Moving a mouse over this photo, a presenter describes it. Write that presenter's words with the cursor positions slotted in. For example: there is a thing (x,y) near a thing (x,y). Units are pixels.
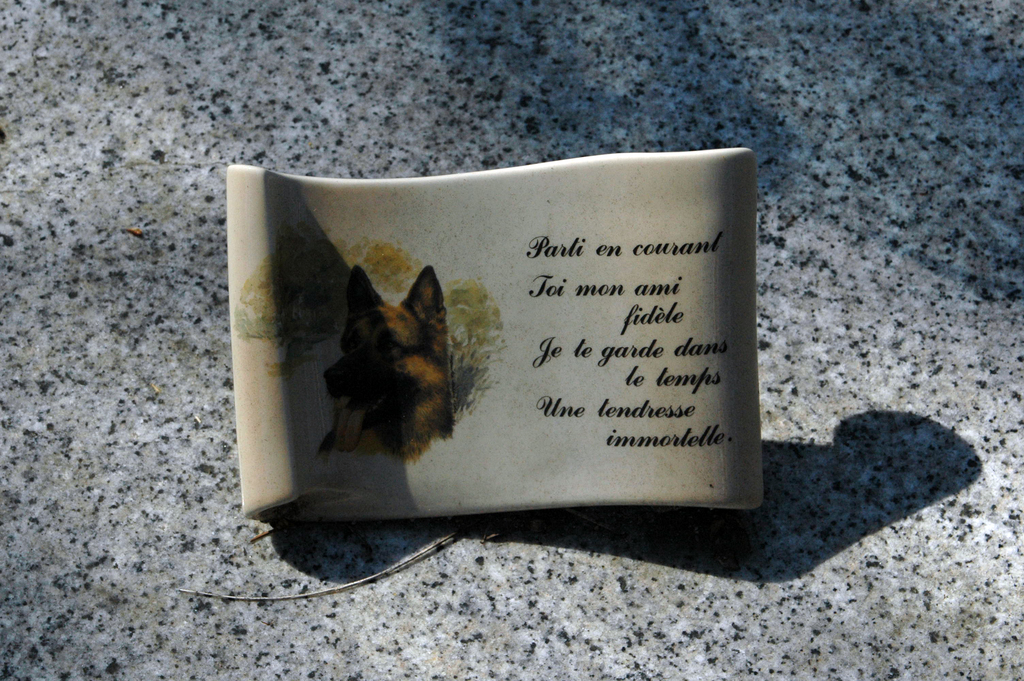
There is a picture (387,379) of a dog (440,367) and some text (554,252) is written on a ceramic stone (440,241) as we can see in the middle of this image (519,307). There is a floor (466,96) in the background (508,521).
